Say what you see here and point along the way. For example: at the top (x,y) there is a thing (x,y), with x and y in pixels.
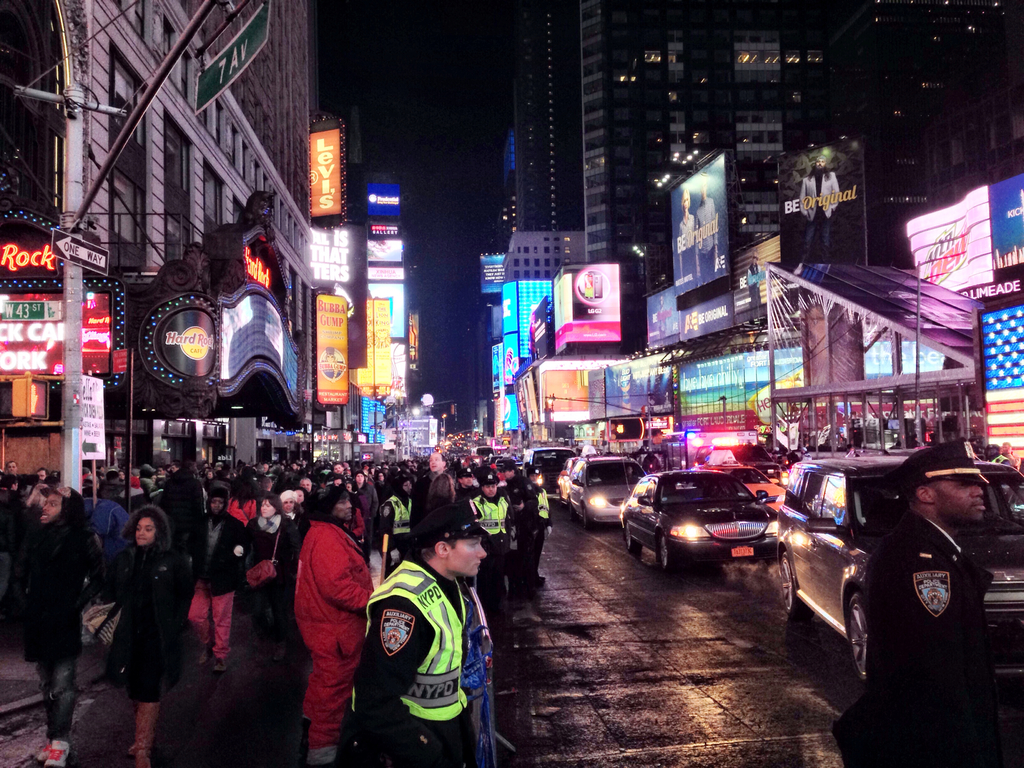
In this image, there are a few people (460,619) and buildings (611,185). We can see the ground (818,735). There are a few vehicles (790,570) and poles (69,452). We can see some boards (335,170) with text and display screens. We can also see some signboards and the sky (413,42).
